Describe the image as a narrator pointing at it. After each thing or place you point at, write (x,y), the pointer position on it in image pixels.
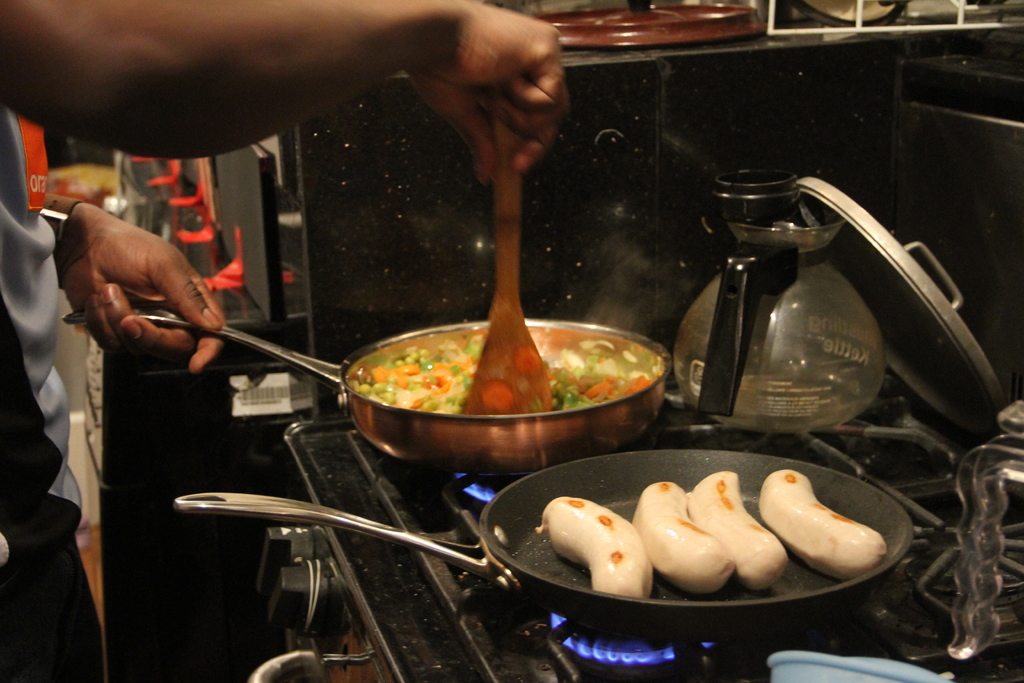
In this image we can see a gas stove (433,628) with flames (612,652). On that there is a pan (628,614) with sausages (684,530). On the left side (107,287) there is a person (98,297) standing and holding a pan (408,429). He is holding a spoon (495,336). In the pan (467,339) there is a food item (551,368). Near to that there is a kettle (836,308). There is a lid (930,288). In the back (938,283) there is a black color wall (688,124).
